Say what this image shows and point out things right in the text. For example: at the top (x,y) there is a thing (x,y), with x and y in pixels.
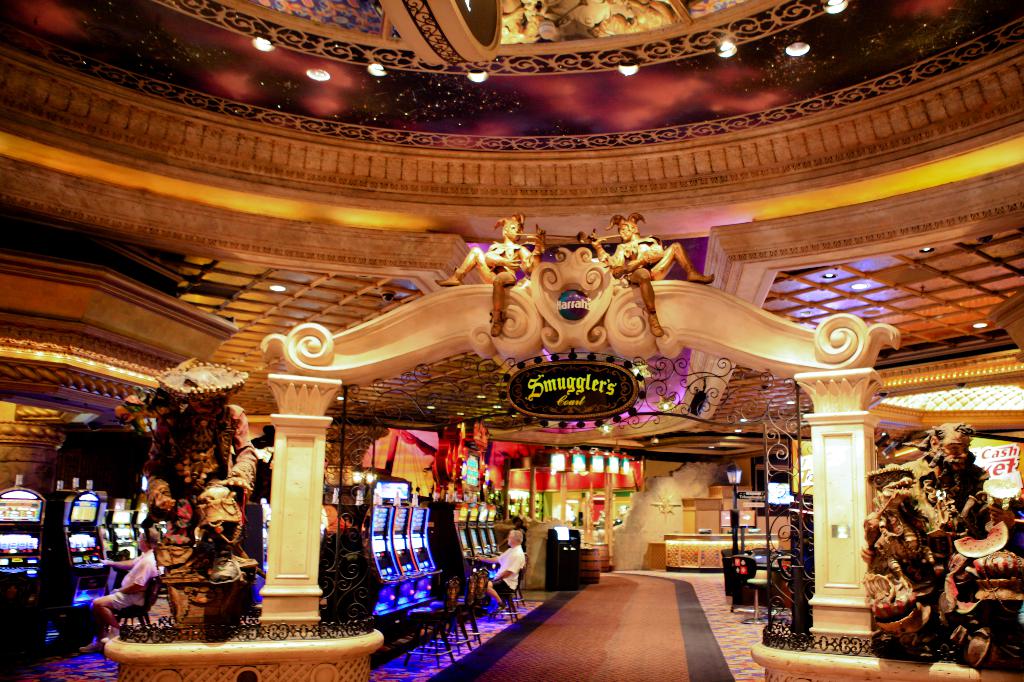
In this image we can see an arch (315,563) with some statues (647,292) and a signboard (591,396). On the backside (625,457) we can see some statues (236,588), tables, lights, a lamp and some people (499,589) sitting on the chairs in front of the slot machines (467,540). On the backside (889,455) we can see a wall (713,384) and a roof (468,240) with some ceiling lights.
